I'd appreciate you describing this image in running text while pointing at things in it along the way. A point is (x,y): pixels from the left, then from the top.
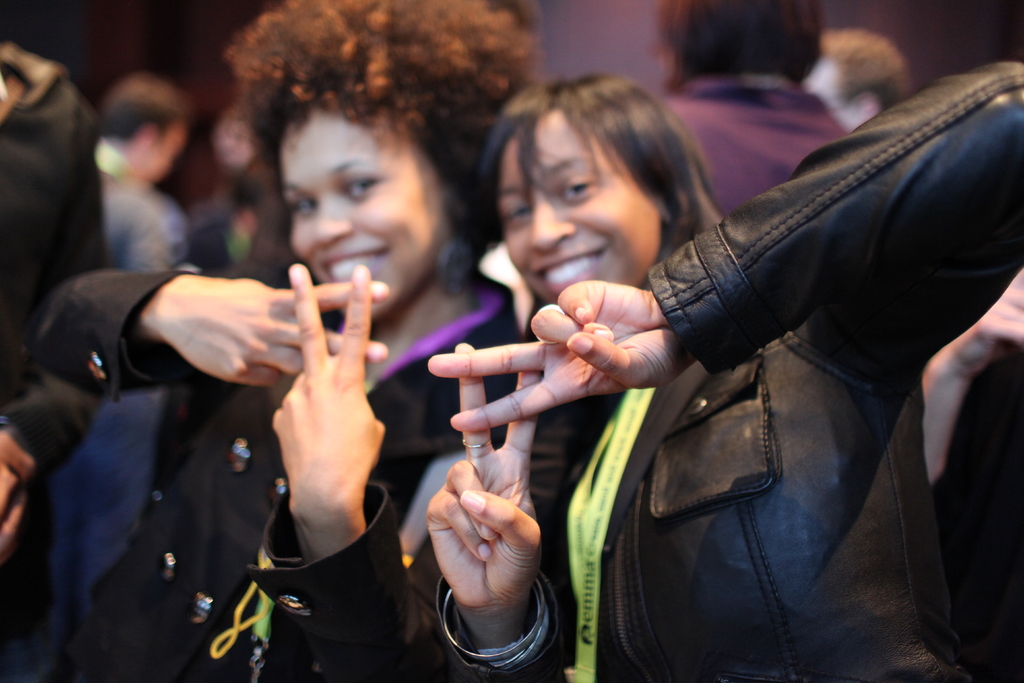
In the picture there are two women (433,378) posing for the photo, they are wearing black jackets (416,449) and the background of the woman (684,176) is blur.
